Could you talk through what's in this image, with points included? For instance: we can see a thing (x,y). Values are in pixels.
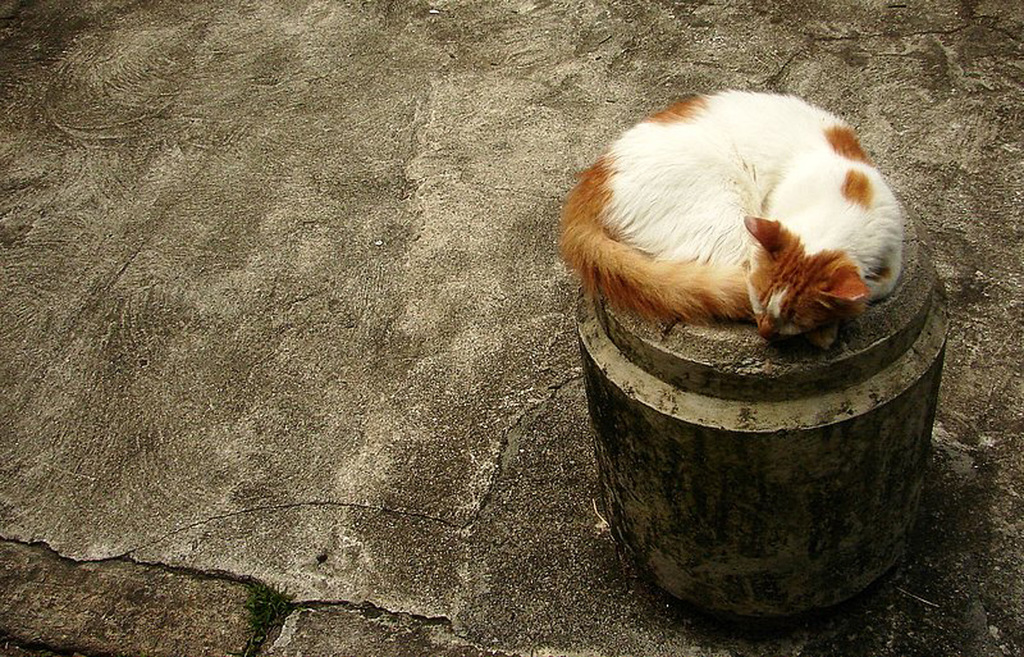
In this image, I can see a cat (879,292) is lying on a stone object (769,390). This picture might be taken in a day.
